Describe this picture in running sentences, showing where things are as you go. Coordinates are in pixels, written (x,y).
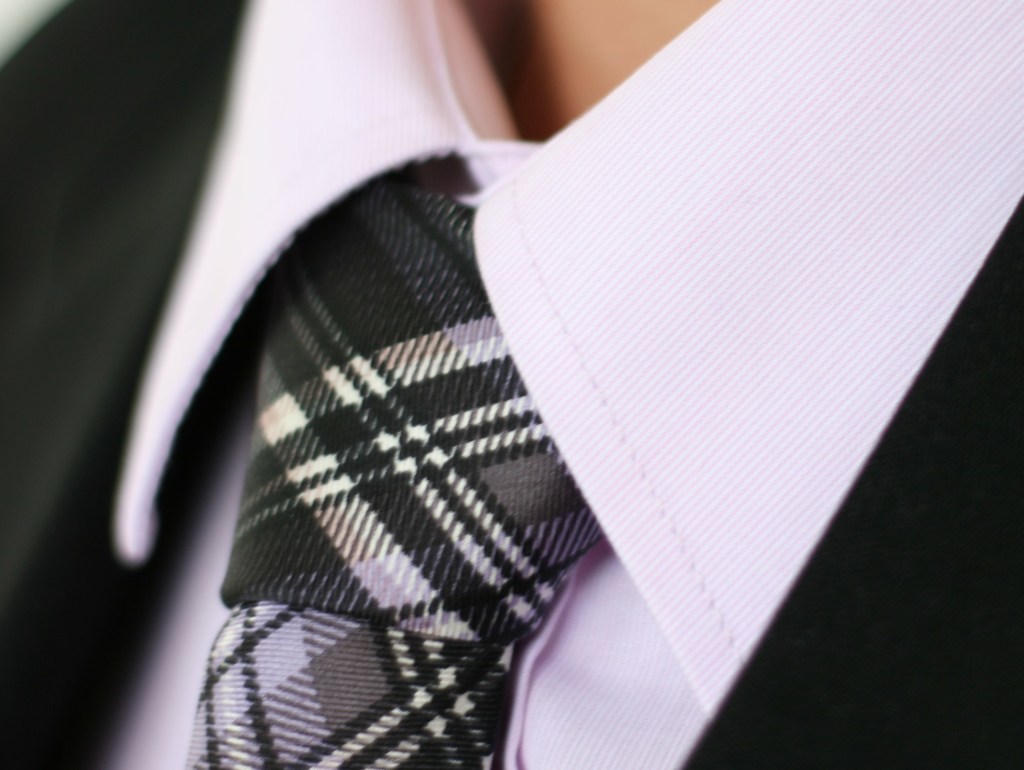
In this picture we can see a tie (409,480), black blazer (129,175) and a shirt (701,288).
